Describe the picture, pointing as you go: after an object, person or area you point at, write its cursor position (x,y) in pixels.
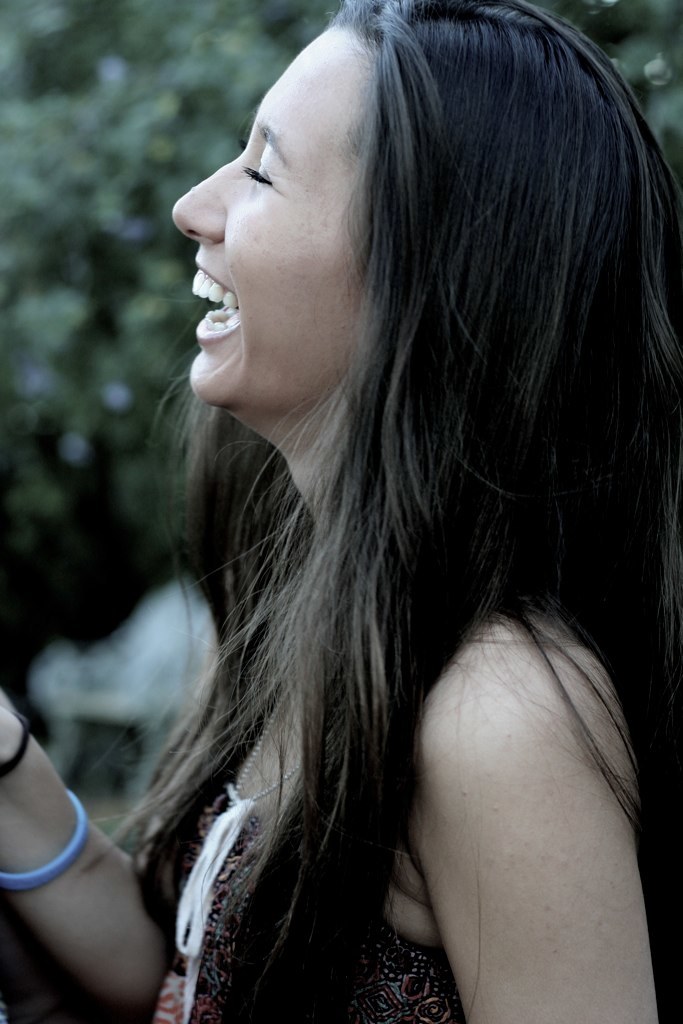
In this image in the foreground (268,554) there is one woman (243,371) who is smiling, and in the background (83,150) there are some trees (103,118).
